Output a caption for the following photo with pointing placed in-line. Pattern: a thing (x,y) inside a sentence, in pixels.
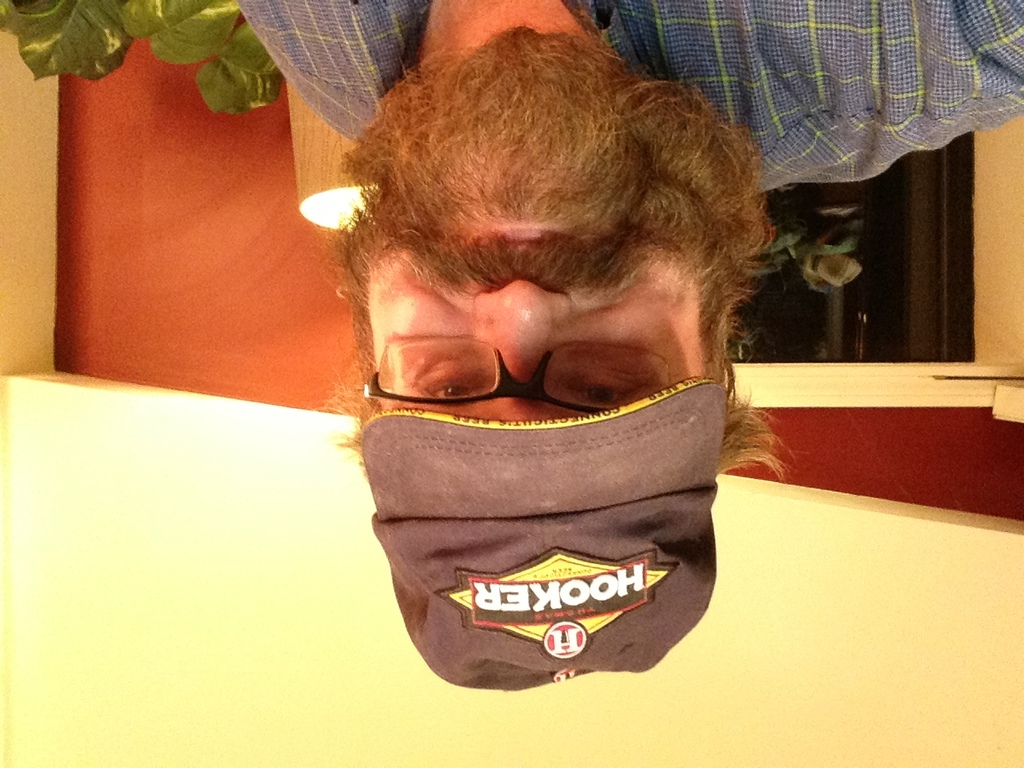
In this image we can see a man (457,269). In the background (274,376) we can see walls (212,262), electric light (326,184) and plant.
